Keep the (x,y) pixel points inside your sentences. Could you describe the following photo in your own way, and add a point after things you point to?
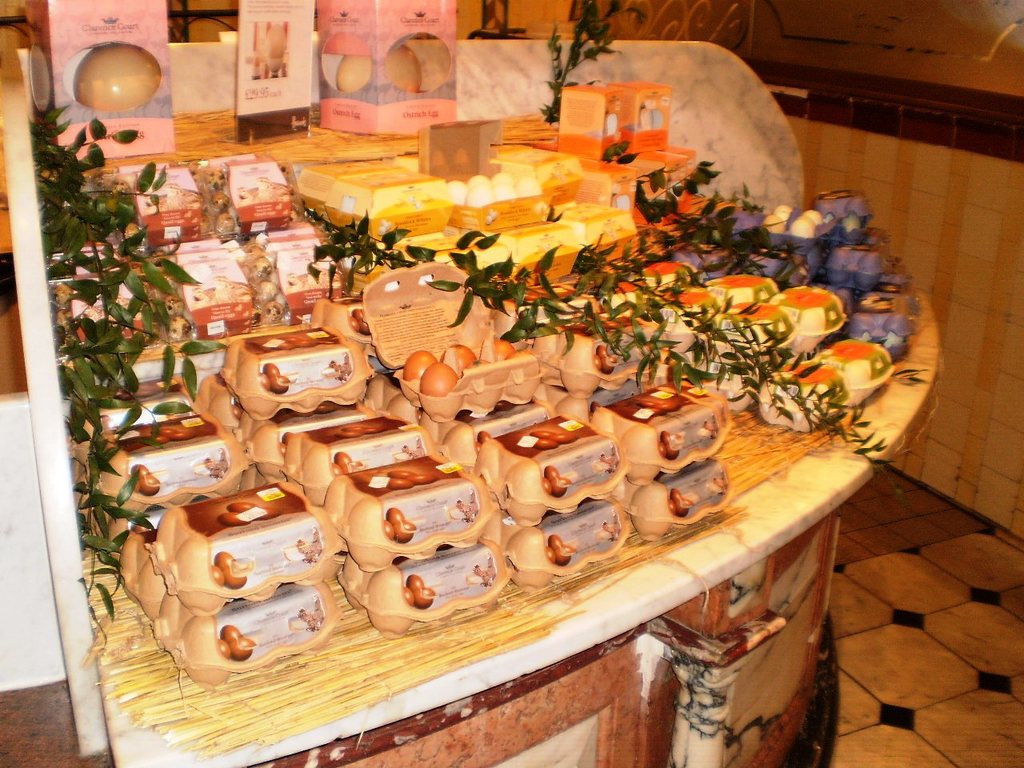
In this picture there are egg trays (445,171) in the center of the image (626,257) on a circular desk (656,733) and there are branches (710,326) on the desk (61,406).
